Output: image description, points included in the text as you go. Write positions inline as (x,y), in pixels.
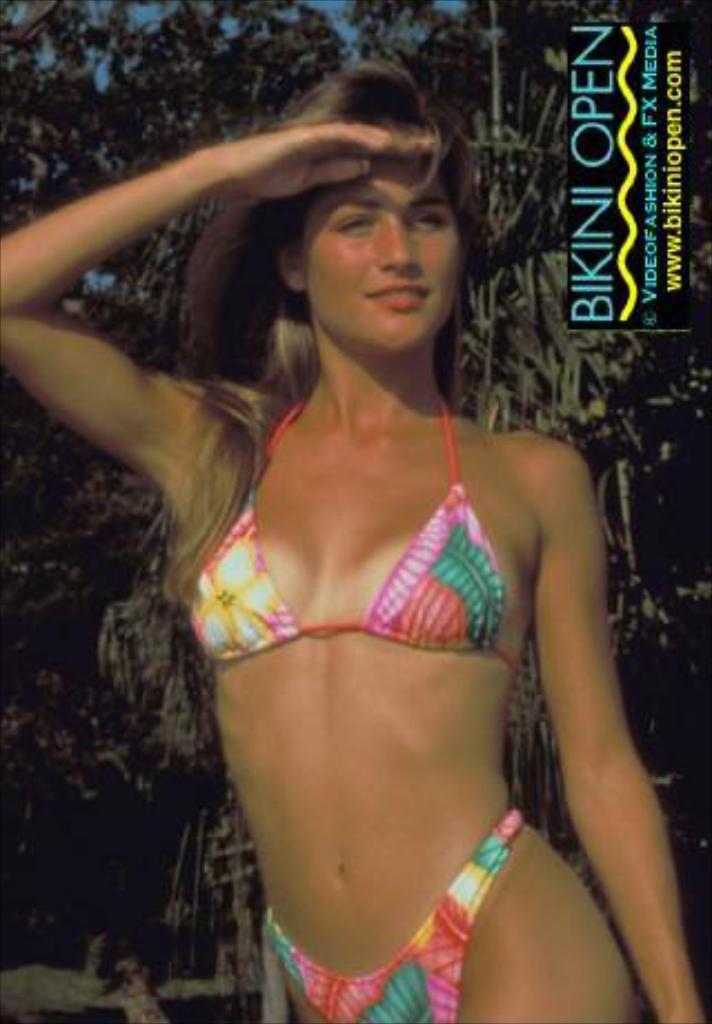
In this image I can see a woman (333,494) standing and smiling by looking at the right side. In the background (92,627) there are some trees (64,668). It seems to be a poster (330,224). In the top right (609,181) there is some text (651,140).
